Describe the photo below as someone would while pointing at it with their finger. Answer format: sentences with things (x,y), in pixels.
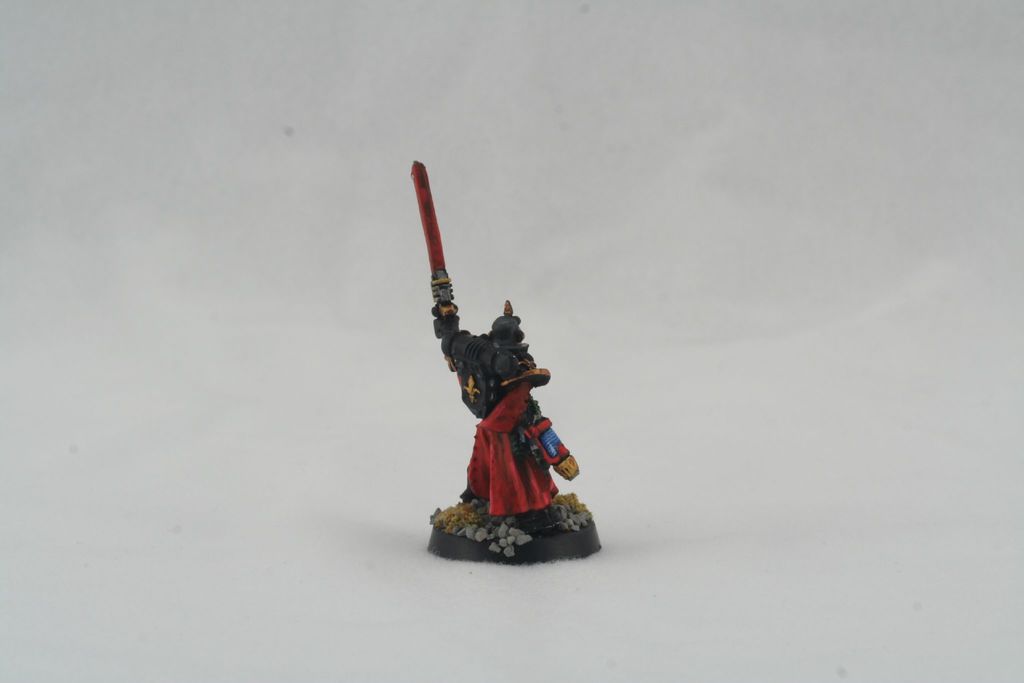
This image consists of a toy (479,444). It looks like a person (452,364) is holding a sword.
